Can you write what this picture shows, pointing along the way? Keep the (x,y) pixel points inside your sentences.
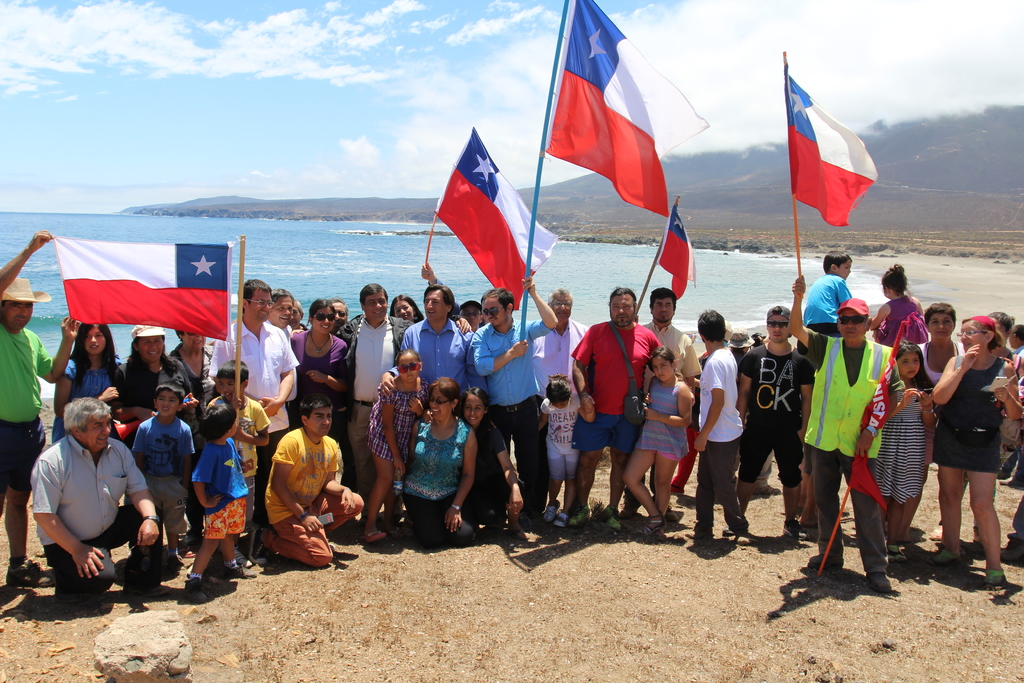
A group of people (404,403) are standing and some of them are sitting, A person (509,317) is holding a flag (575,126), we can see a hills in the background (940,153).
